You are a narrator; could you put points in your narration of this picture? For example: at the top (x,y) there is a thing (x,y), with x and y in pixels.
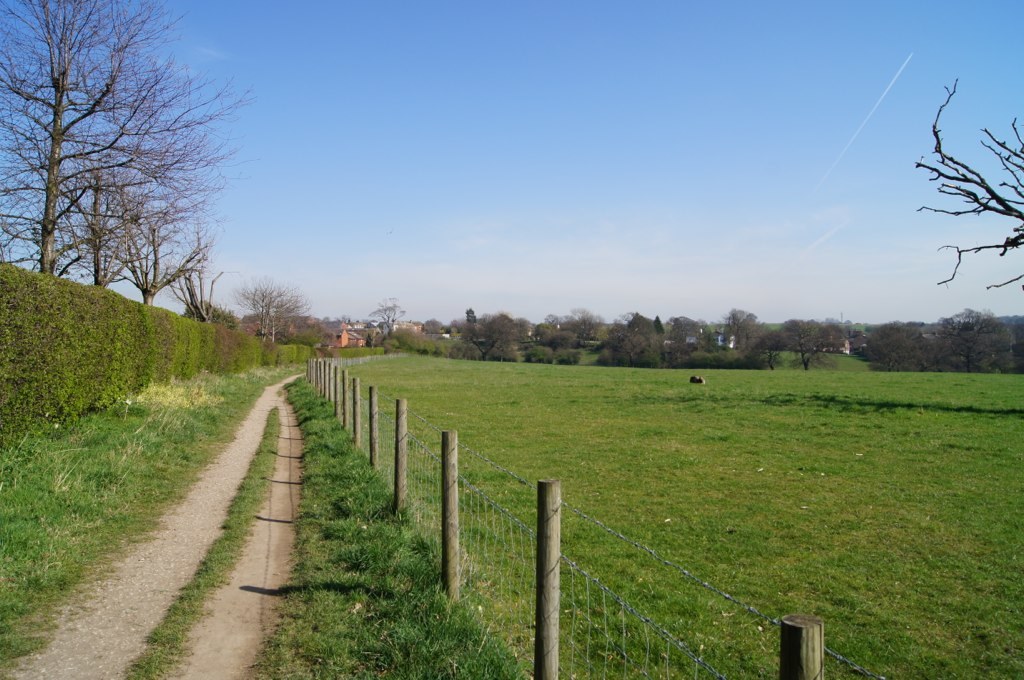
This is an outside view. On the left side (219,512) there is a path (229,469). Beside the path (245,602) there is a fencing (479,515). In this image I can see the grass (716,510) on the ground (543,426). In the background (755,338) there are many trees (386,334) and also I can see few houses (353,336). At the top of the image (565,120) I can see the sky (600,110).
